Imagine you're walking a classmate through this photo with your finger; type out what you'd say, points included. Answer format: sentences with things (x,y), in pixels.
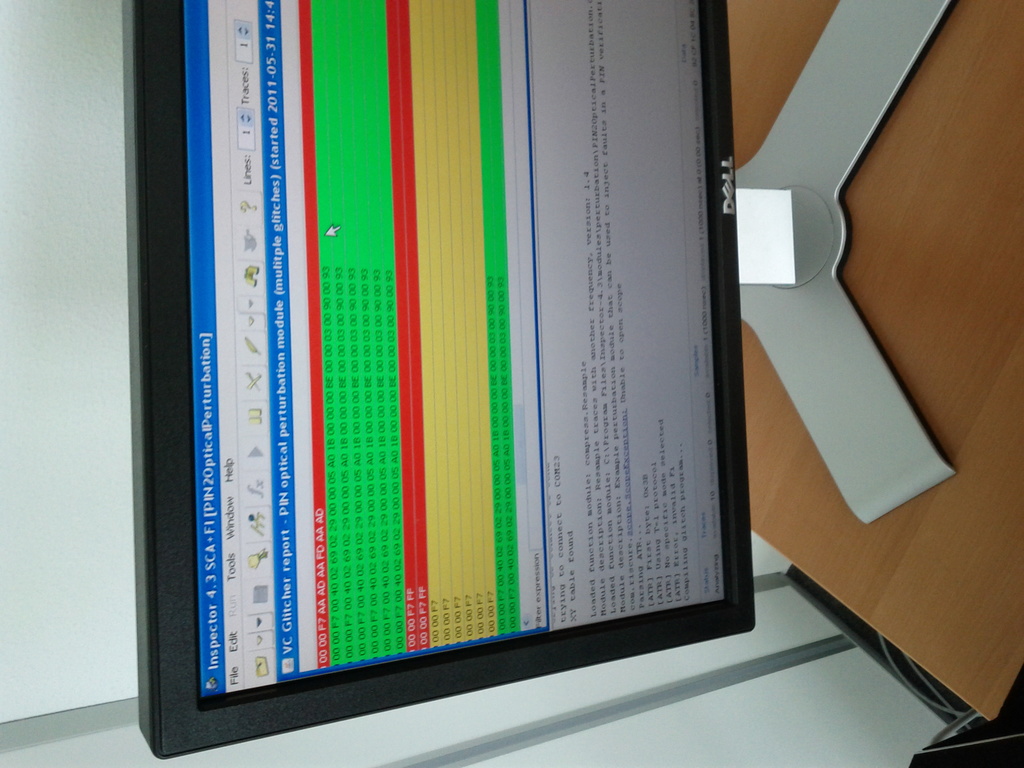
In this image there is one table (950,573) is at right side of this image (917,398) and there is one monitor (577,278) is kept on this table (917,228). There is a wall (73,325) at left side of this image (72,367).
